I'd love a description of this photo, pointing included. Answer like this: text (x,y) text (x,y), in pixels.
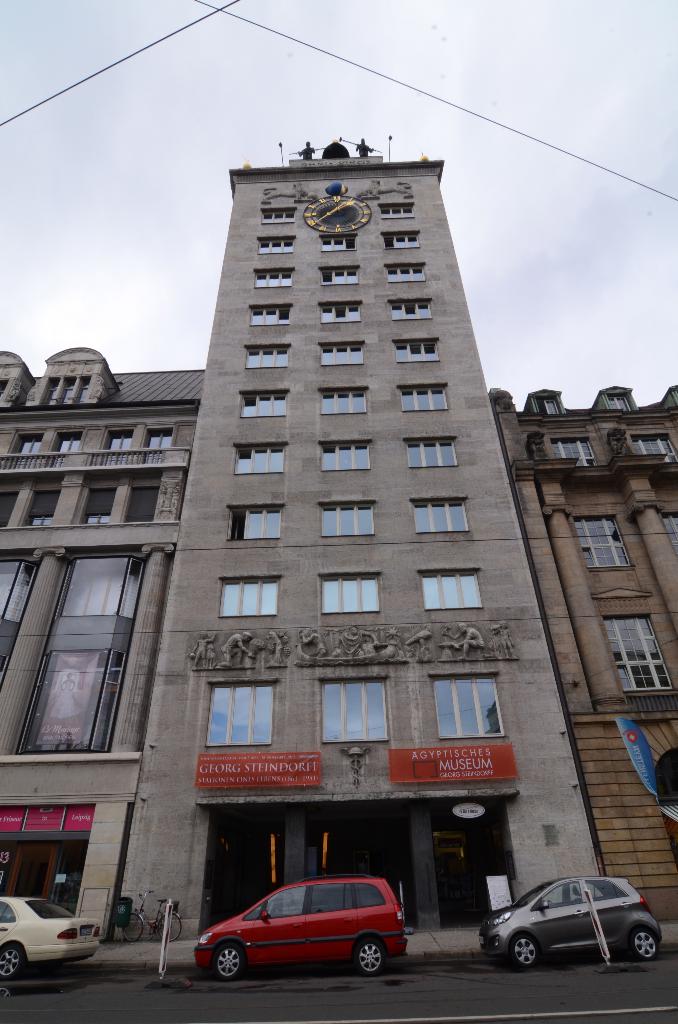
At the bottom (355,918) there are cars (516,919), boards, footpath (170,955) and road (485,991). In the middle of the picture (280,488) we can see buildings (277,342). At the top (124,80) there are cables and sky (646,262). At the top of the building (322,236) we can see a clock (335,219).
